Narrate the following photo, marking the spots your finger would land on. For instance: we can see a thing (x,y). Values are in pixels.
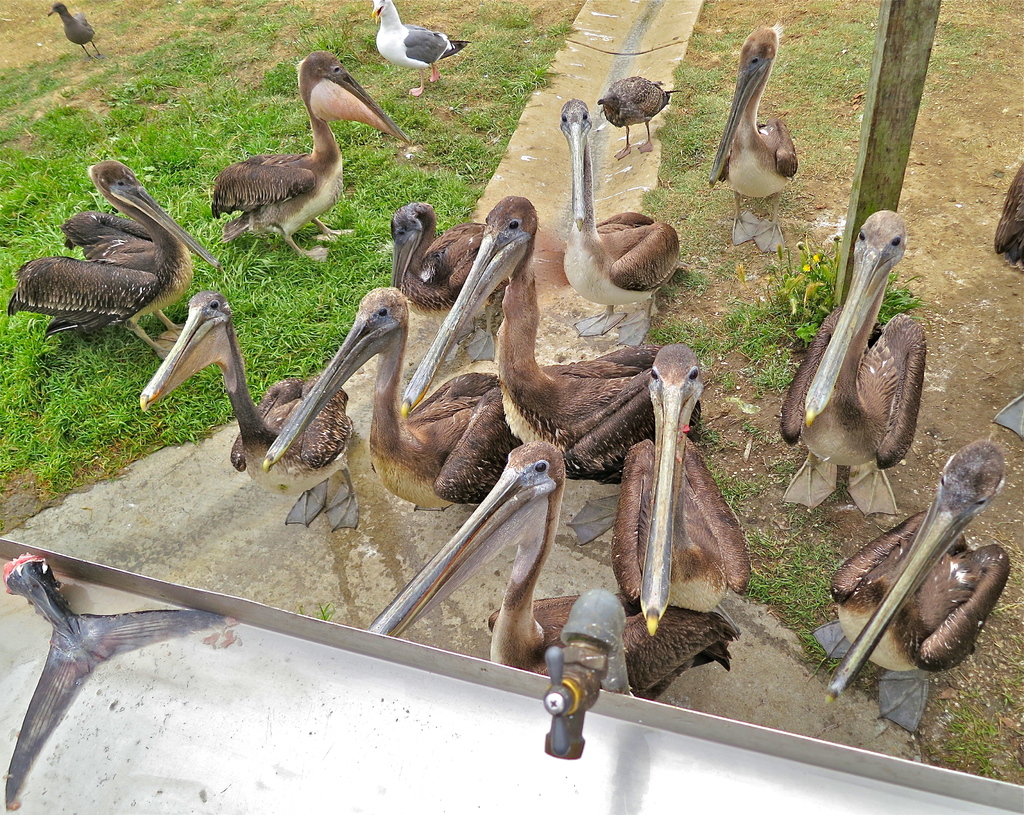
In this picture there are pelicans (763,232) in the center of the image (354,274) on the grass land (1,323) and there is tap (570,737) at the bottom side of the image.
